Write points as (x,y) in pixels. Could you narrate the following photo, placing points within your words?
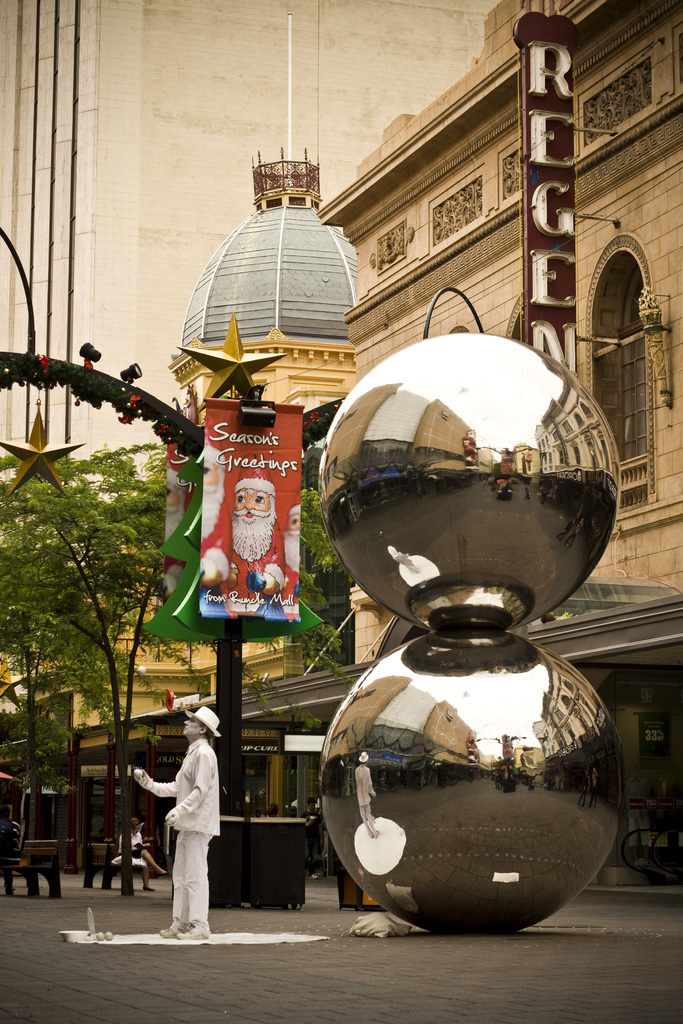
In the image we can see a sculpture (204,796) of a person (198,775) standing, wearing clothes (176,851), shoes (195,936), gloves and a cap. These are the decorative balls (436,617), footpath (358,1007), bench (104,868), trees (122,864), pole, banner (237,486), building (444,192) and a text (534,149).
